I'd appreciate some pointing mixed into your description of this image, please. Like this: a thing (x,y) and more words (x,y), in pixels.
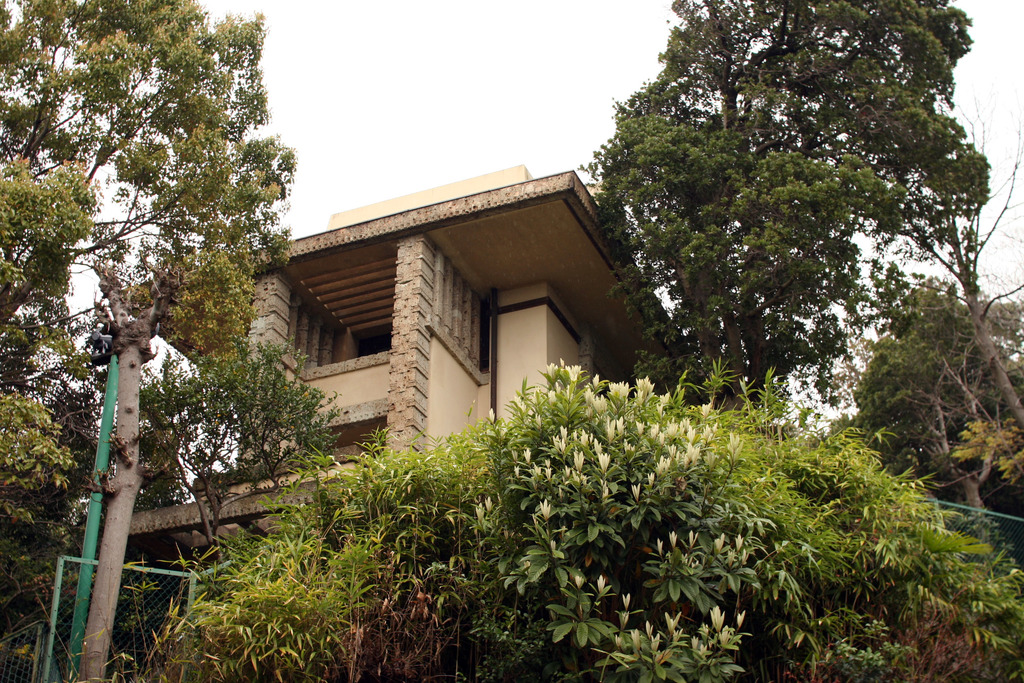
In this image we can see the house (517,237), trees (202,305), plants (530,655), fence (150,607) and also the green color pole (83,586). We can also see the sky (1006,26).
